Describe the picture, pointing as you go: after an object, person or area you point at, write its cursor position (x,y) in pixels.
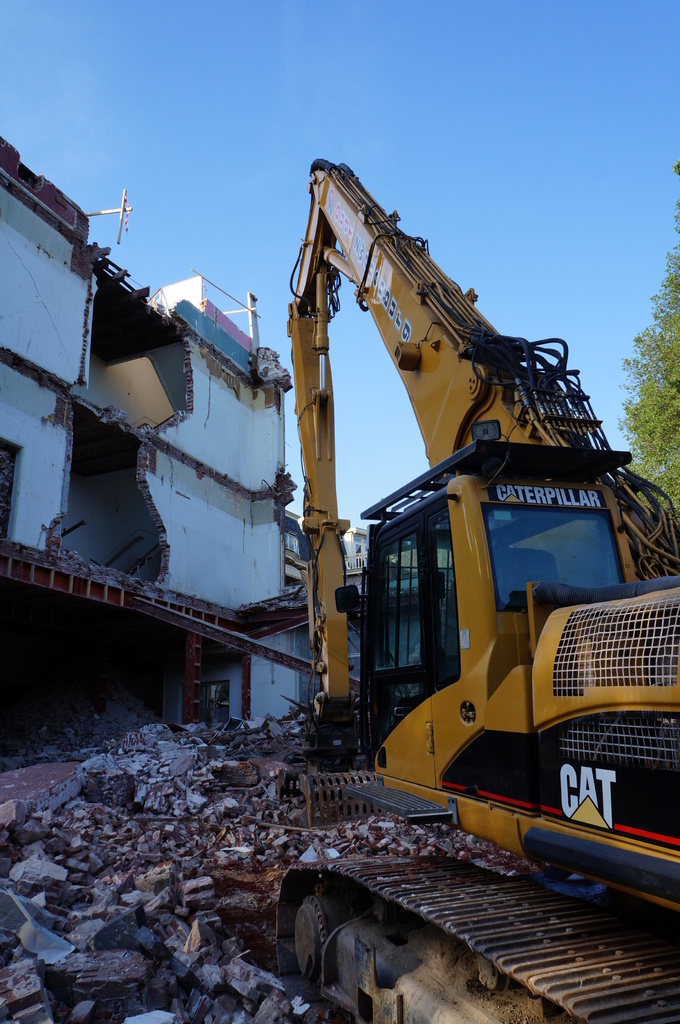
This picture is clicked outside. On the right (516,748) crane (522,907) and we can see the bricks (213,782) and stones (218,822) lying on the ground (194,729) and we can see the house (183,314) which is partially collapsed. In the background (332,126) there is a sky (570,132) and we can see the tree (650,421) and some buildings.
